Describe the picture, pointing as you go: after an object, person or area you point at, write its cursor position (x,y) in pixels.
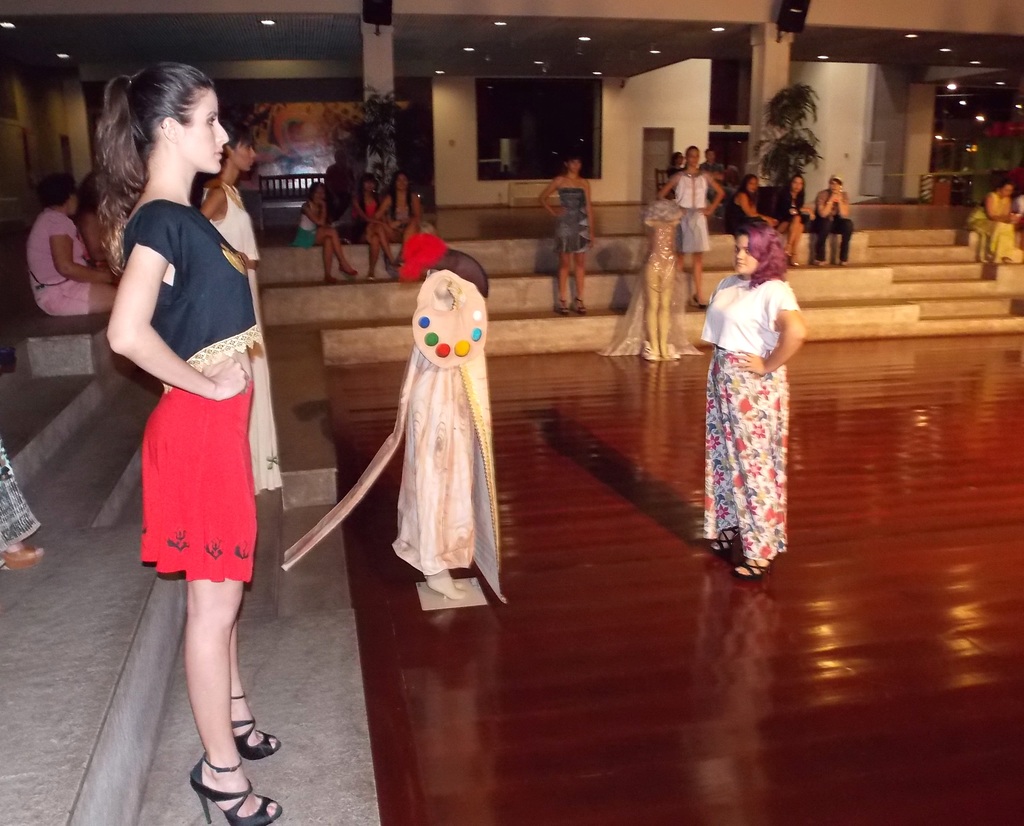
In the picture we can see women models (160,561) are standing on the steps (149,657) and behind them, we can see some people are sitting and watching them and near to the steps (264,610) we can see a wooden floor (528,663) with women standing with some costumes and in the background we can see some pillars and to the ceiling (513,65) we can see the lights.
